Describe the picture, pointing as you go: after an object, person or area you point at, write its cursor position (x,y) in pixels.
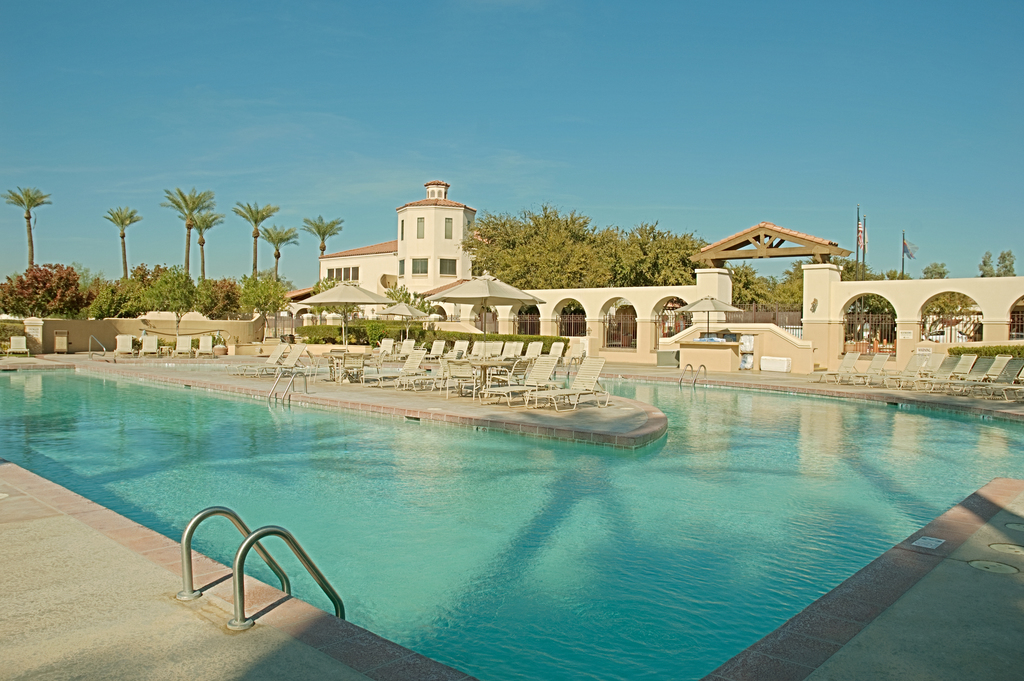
It looks like a resort (645,381) and there is a big swimming pool (391,456) and behind the swimming pool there is a building (404,276) inside the resort (590,327) and there are plenty of trees (73,293) around the resort (600,621).
